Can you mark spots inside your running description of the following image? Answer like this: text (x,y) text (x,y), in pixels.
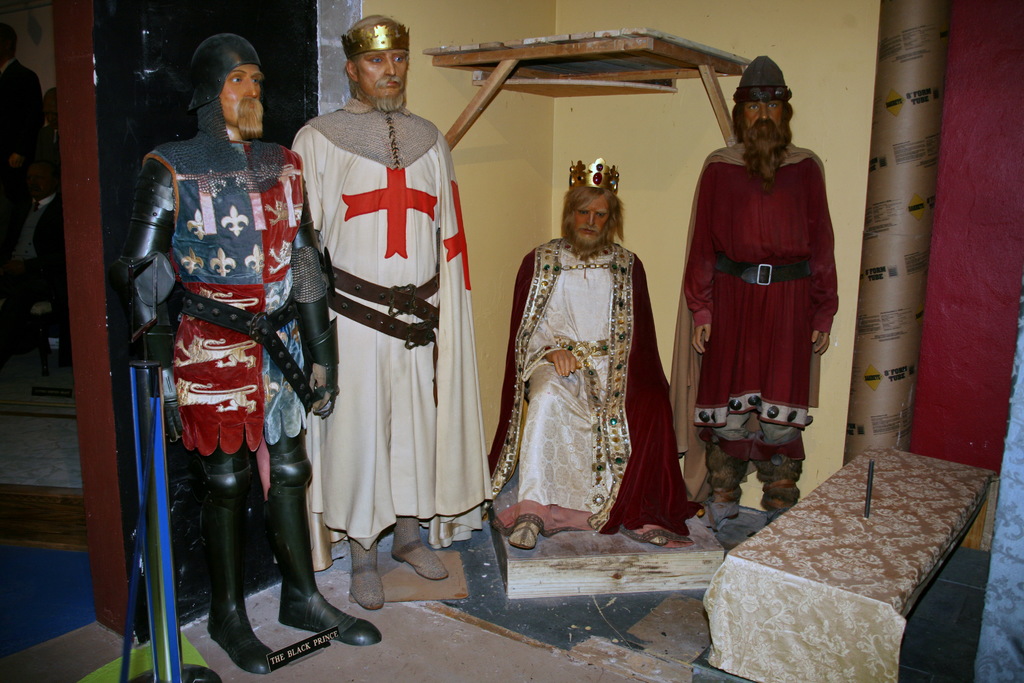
This image consists of four mannequins (385,412). At the bottom (543,662), there is a floor (625,662). In the background (560,130), there is a wall (498,114). To which a rack (606,58) is fixed. To the left (86,275), there is a door (84,394).
